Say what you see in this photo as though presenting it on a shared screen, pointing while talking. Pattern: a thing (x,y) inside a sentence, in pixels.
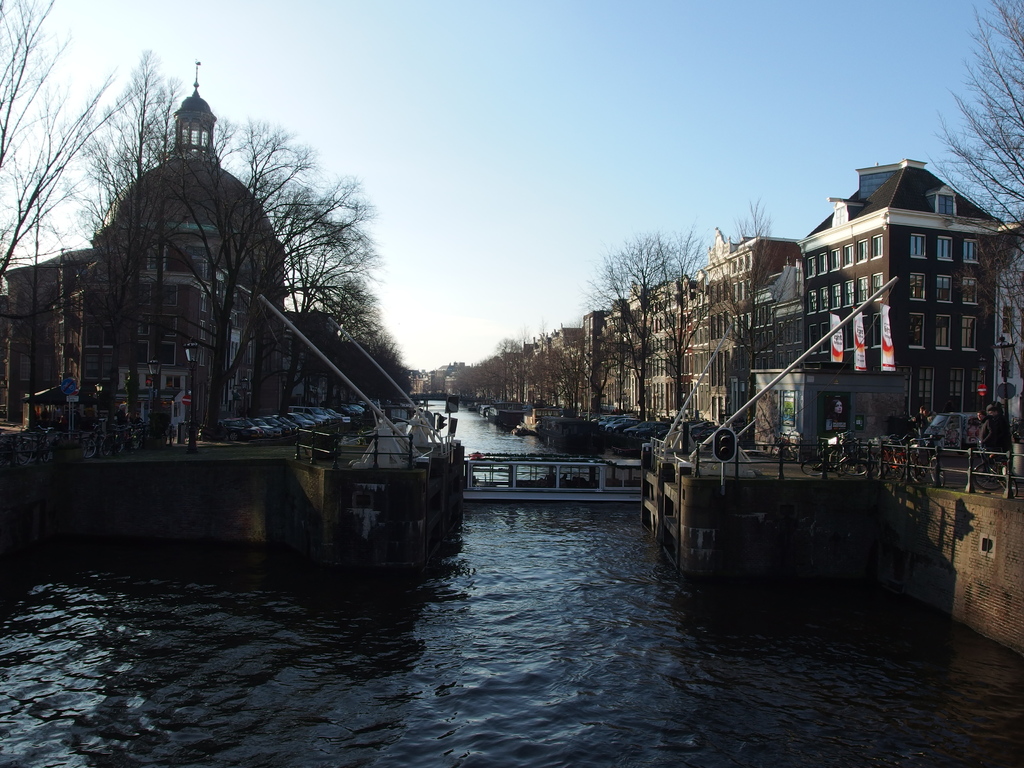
In the image there is a river (294,611), across the river (260,597) there is a bridge (701,447) and on the either side of the river (491,421) there are vehicles (302,426), buildings (280,393) and trees (327,331).
